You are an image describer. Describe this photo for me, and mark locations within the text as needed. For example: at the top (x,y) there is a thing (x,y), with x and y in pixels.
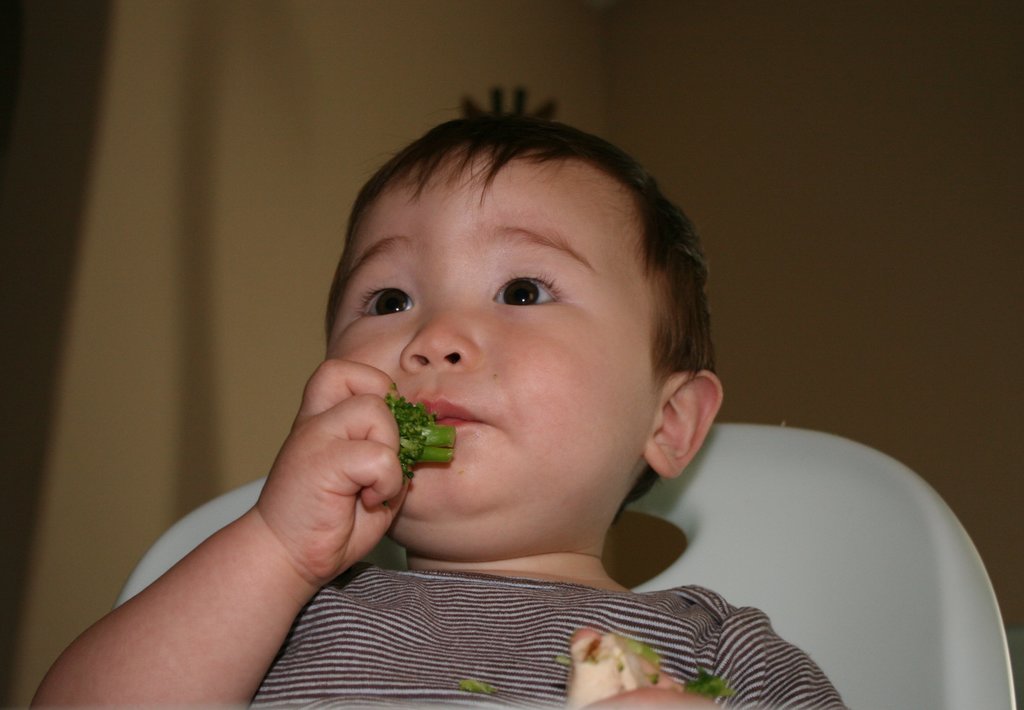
There is a kid (563,602) sitting in chair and holding a green color eatable (404,441) in his hand (390,442).
